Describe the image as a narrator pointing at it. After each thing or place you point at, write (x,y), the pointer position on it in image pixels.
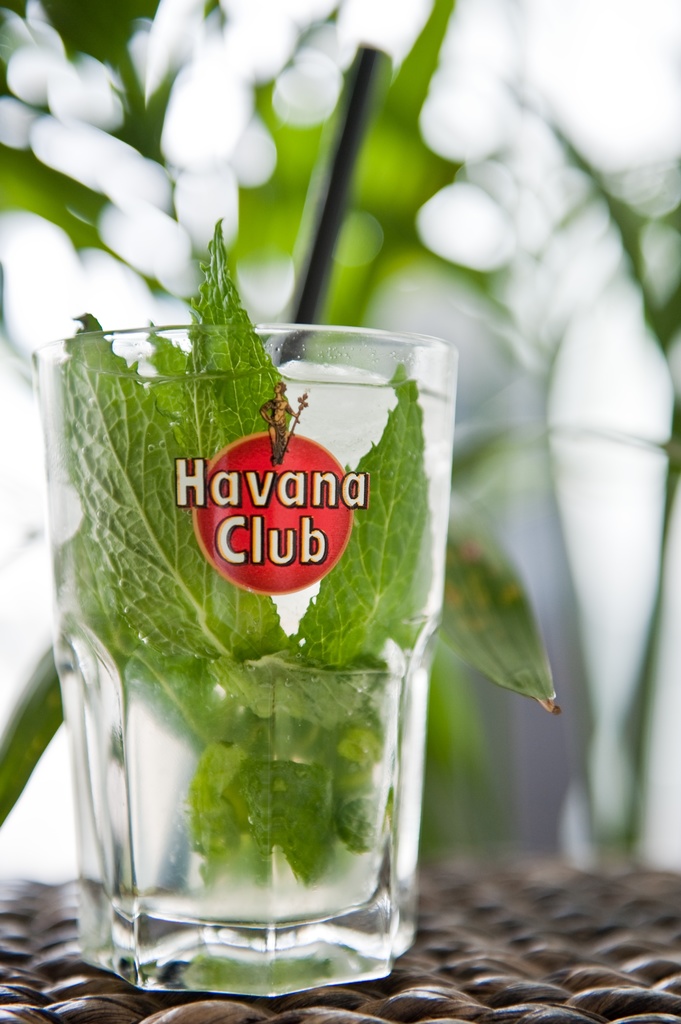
In this picture we can see a glass (108,740) placed on a platform (627,969) with water (151,805) and leaves (224,428) in it and in the background (54,177) we can see trees (263,215) and it is blurry.
